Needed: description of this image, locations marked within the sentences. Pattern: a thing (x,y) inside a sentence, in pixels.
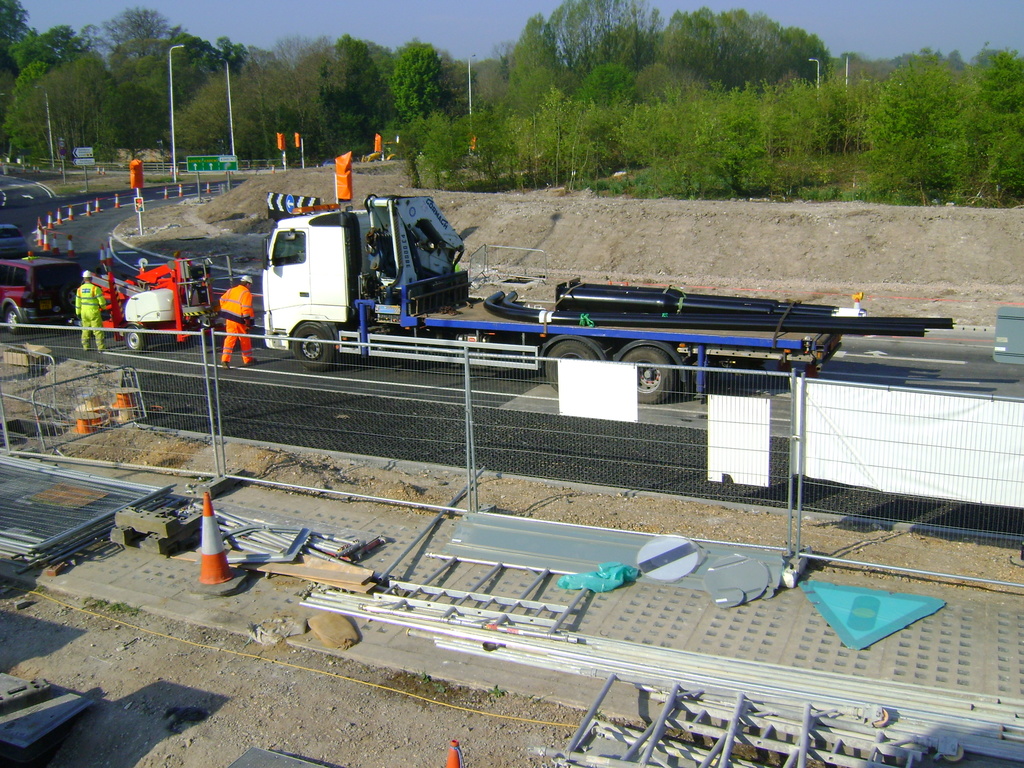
At the bottom (215,556) we can see a traffic cone (207,574), poles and other metal objects (29,478) on the ground (220,707) at the fence (258,408) and on the fence (116,356) we can see banners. In the background (29,298) there are two persons (97,322) and vehicles (33,316) on the road (69,324) and we can also see poles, trees (108,81), objects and the sky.
